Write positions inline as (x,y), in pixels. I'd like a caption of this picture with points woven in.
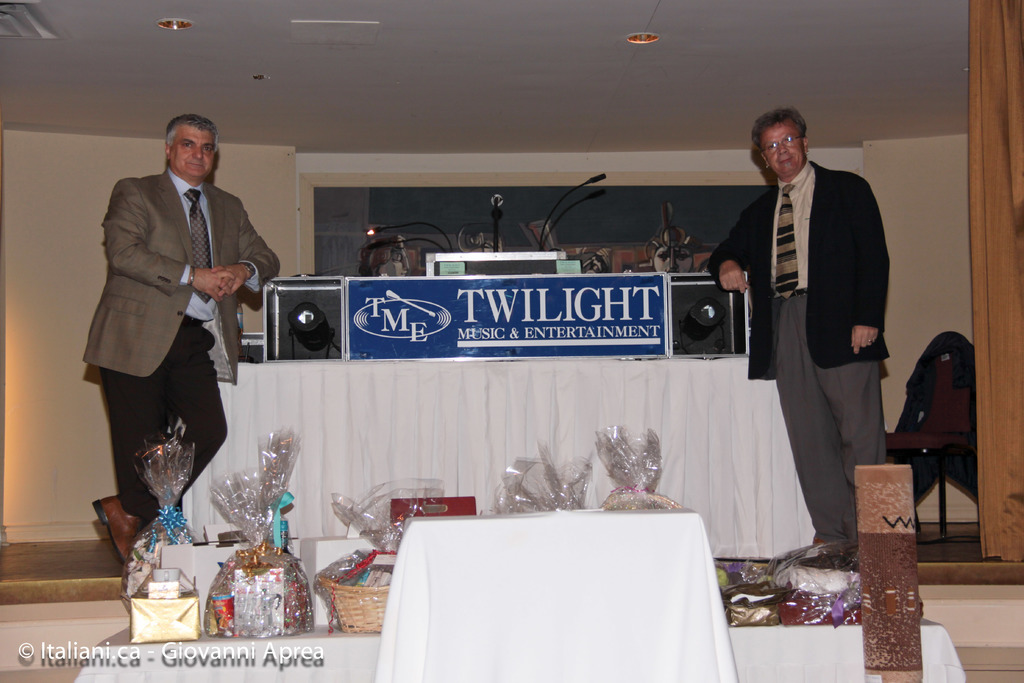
In this image there are two people (182,260) standing, and in the center (525,368) there is one table (469,408). On the table (720,410) there are some speakers (315,318), mike (591,199) and board (427,288). At the bottom of the image (417,569) there is a table (481,572), on the table (513,576) there are some baskets (805,598), plastic covers (226,593), and in the baskets (298,599) there are some chocolates (353,585) and in the background (342,223) there is a photo frame (596,206), chair (948,432). On the chair (958,441) there is a jacket (918,405), on the right side of the image (1012,498) there is one wooden pole (984,327), at the bottom (965,573) there is floor (956,563) and at the top (150,54) there is ceiling (457,57) and some lights (182,28).
